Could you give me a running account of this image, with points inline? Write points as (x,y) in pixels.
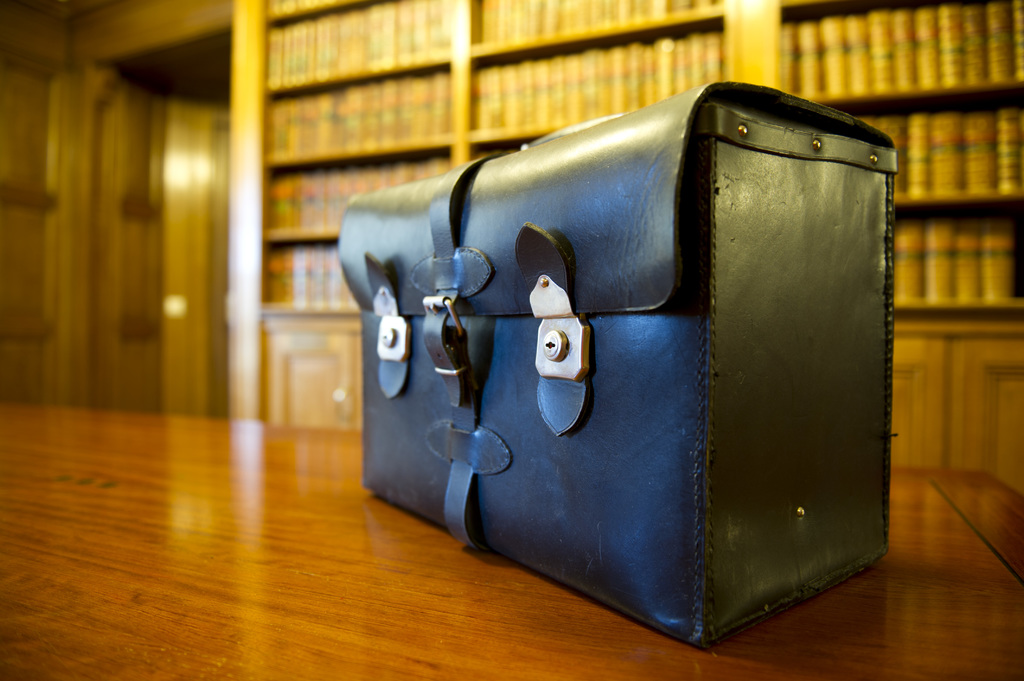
In this image there is a black bag (486,374) on the table (413,559). In the background (362,75) there are books (664,76) in rack (769,43) and a door (159,316).
